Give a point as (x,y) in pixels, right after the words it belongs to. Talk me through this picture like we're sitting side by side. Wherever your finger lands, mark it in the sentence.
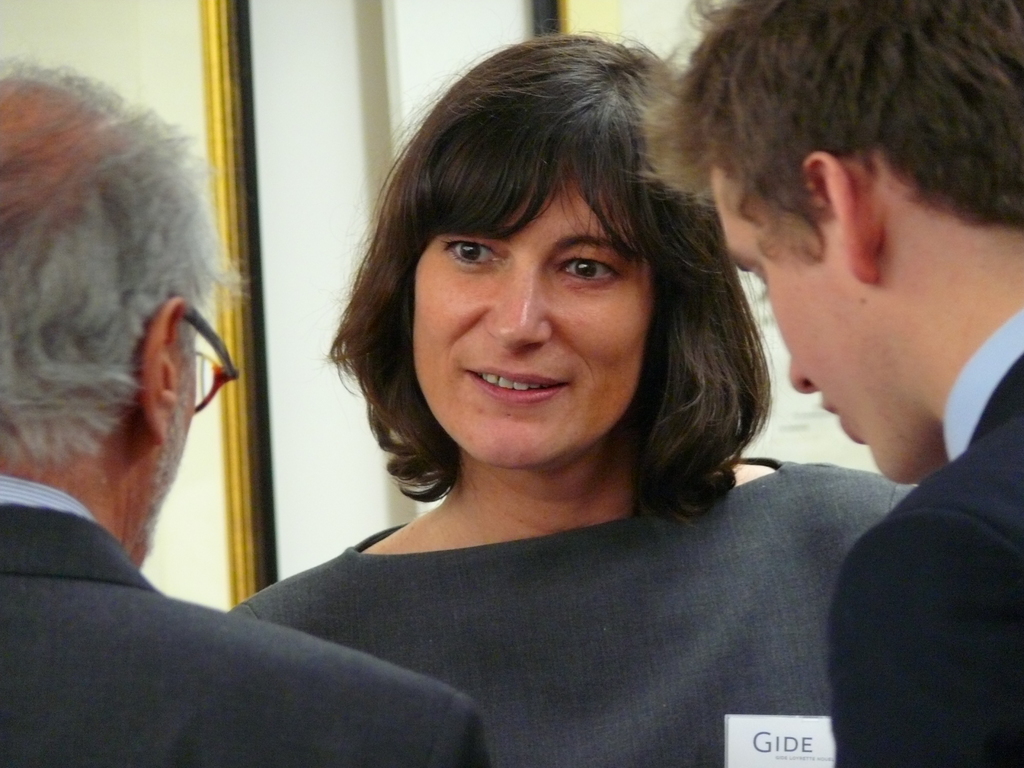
In this image, we can see three persons (364,305). Here a woman (543,556) is smiling. Background there is a wall (132,63).
